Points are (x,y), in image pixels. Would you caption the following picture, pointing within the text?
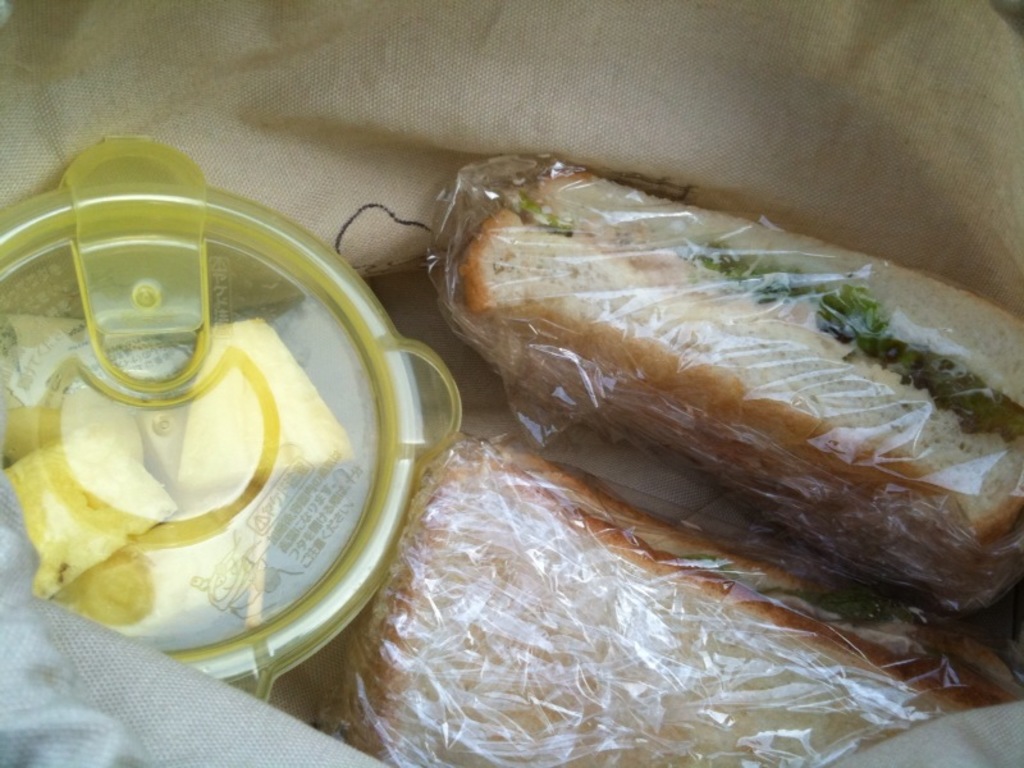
In this image we can see a jute bag (581,71) containing breads (784,345) and a box (275,625).
